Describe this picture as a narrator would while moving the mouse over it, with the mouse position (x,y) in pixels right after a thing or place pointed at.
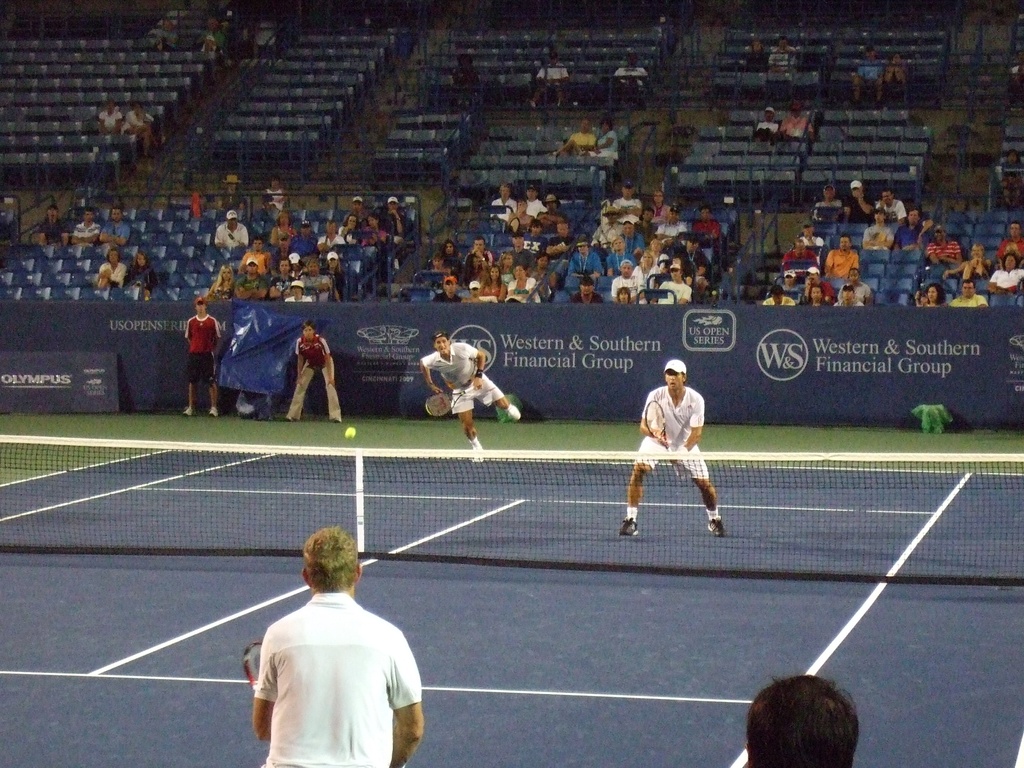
In this image I can see few people (368,637) are standing here and I can see rackets (657,409) in their hands (665,438). In the background (104,233) I can see stadium (597,317) and number of people (1001,275) on chairs (88,265).
